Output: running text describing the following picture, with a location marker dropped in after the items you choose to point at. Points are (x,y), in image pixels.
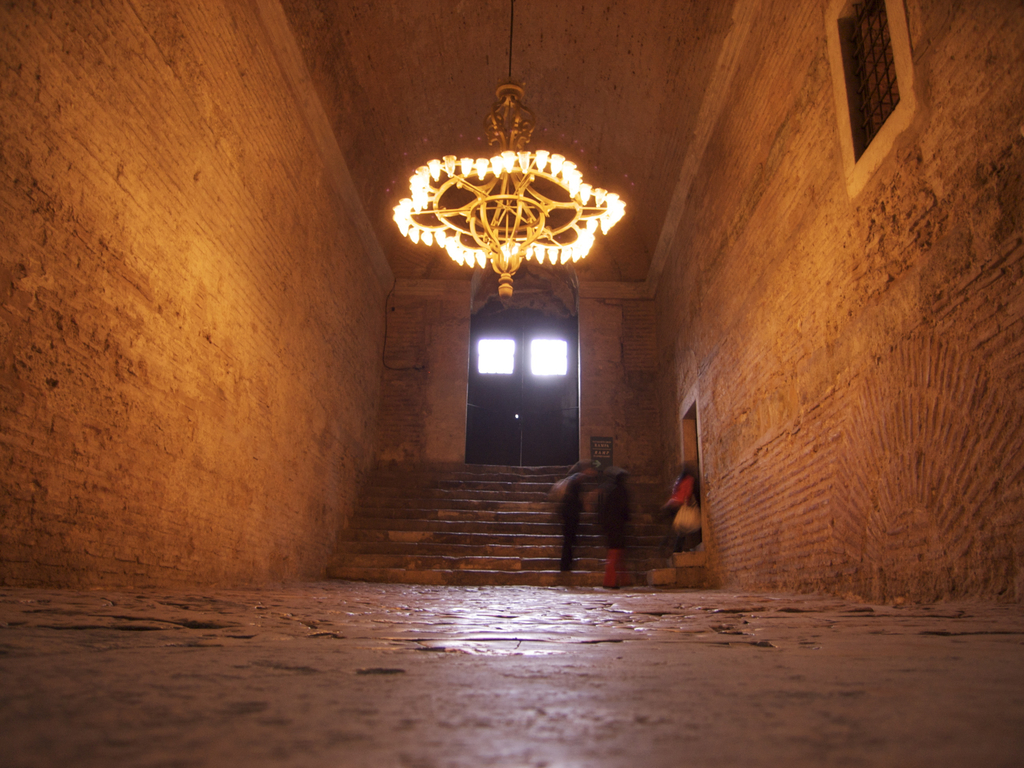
In the center of the image (519,413) there is a door (498,438) and stairs (493,559). On the right side of the image (926,559) there is a wall (809,450), door (688,463) and window (860,101). On the top of the image (454,155) there is a light (498,215). On the left side (232,587) we can see a wall (162,569). At the bottom of the image (1007,752) there is a flooring (623,669).
